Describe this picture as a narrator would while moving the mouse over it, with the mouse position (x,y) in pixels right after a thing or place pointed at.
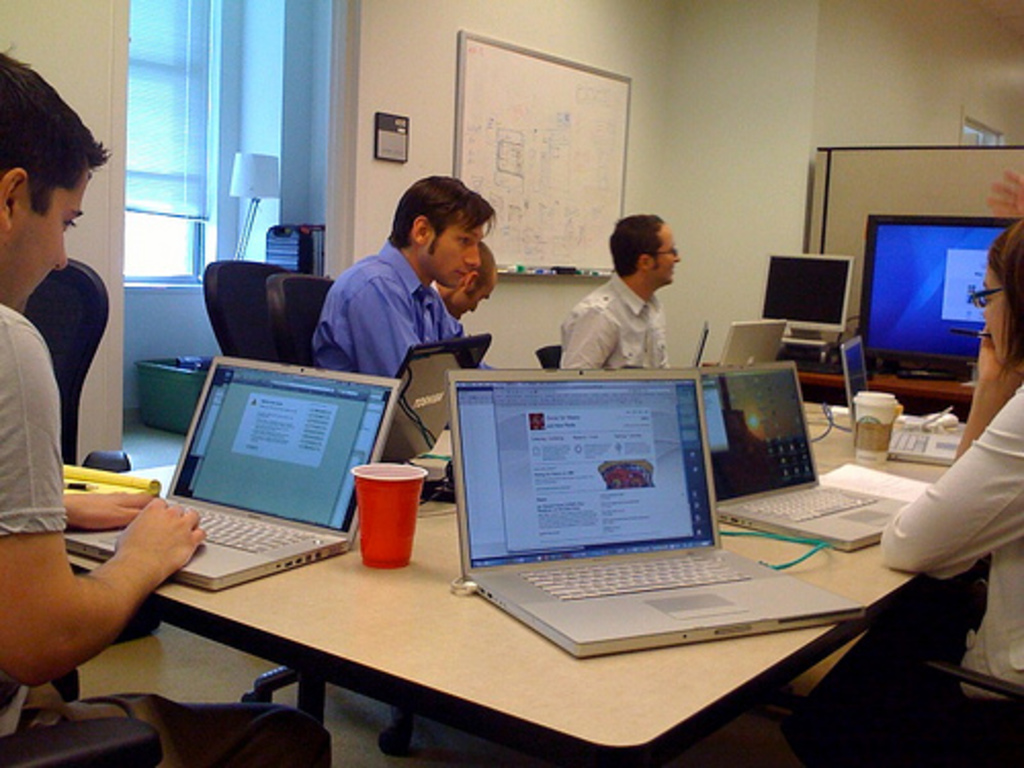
In this image I can see few men (5,257) are sitting on chairs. I can also see a table (673,681) and on this table (588,730) I can see few laptops (600,438) and glasses (885,402). In the background (866,351) I can see monitors (966,267) and a whiteboard (491,141) on this wall (664,157). Here I can see a lamp (248,191).
